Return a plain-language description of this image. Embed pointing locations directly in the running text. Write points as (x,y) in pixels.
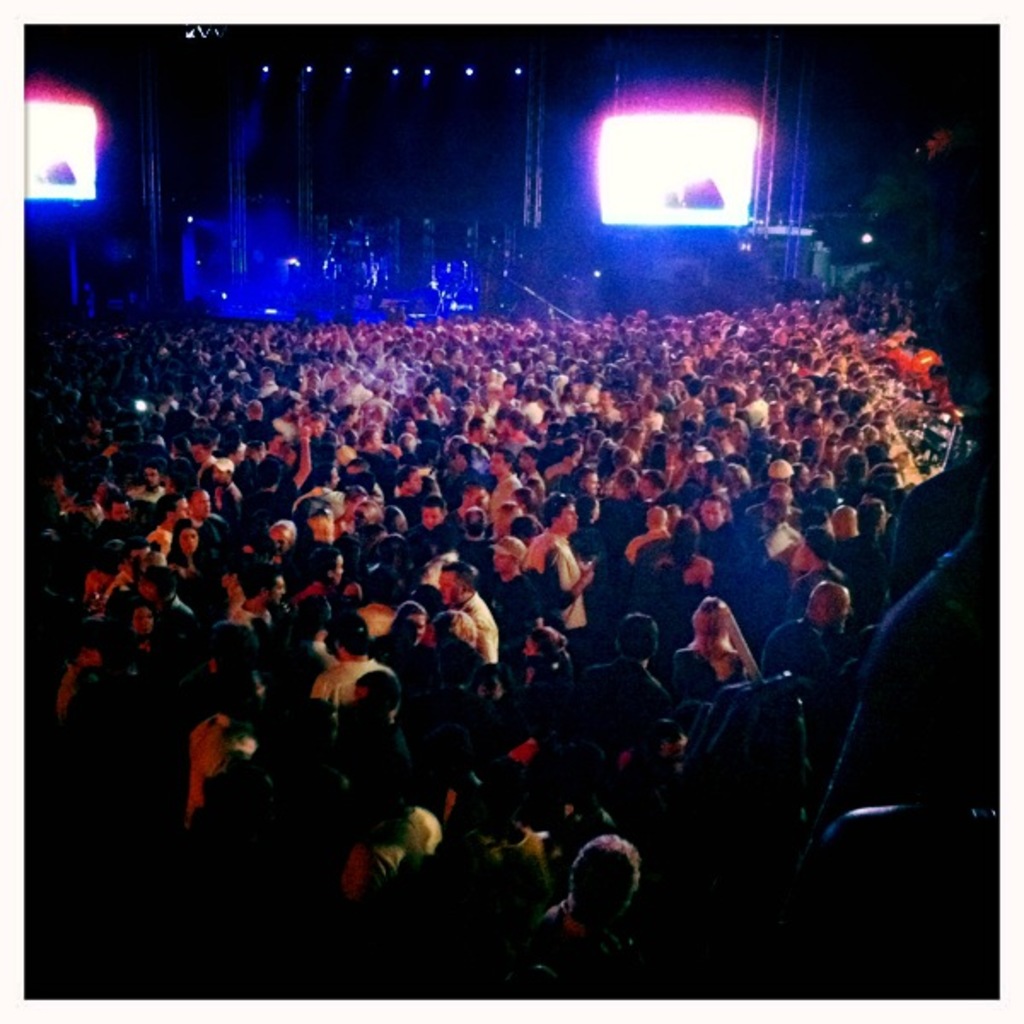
In this image we can see many people (444,603). In the background (265,196) the image is dark but we can see screens (45,117), lights (394,76), rods (152,63) and other objects (468,312).
